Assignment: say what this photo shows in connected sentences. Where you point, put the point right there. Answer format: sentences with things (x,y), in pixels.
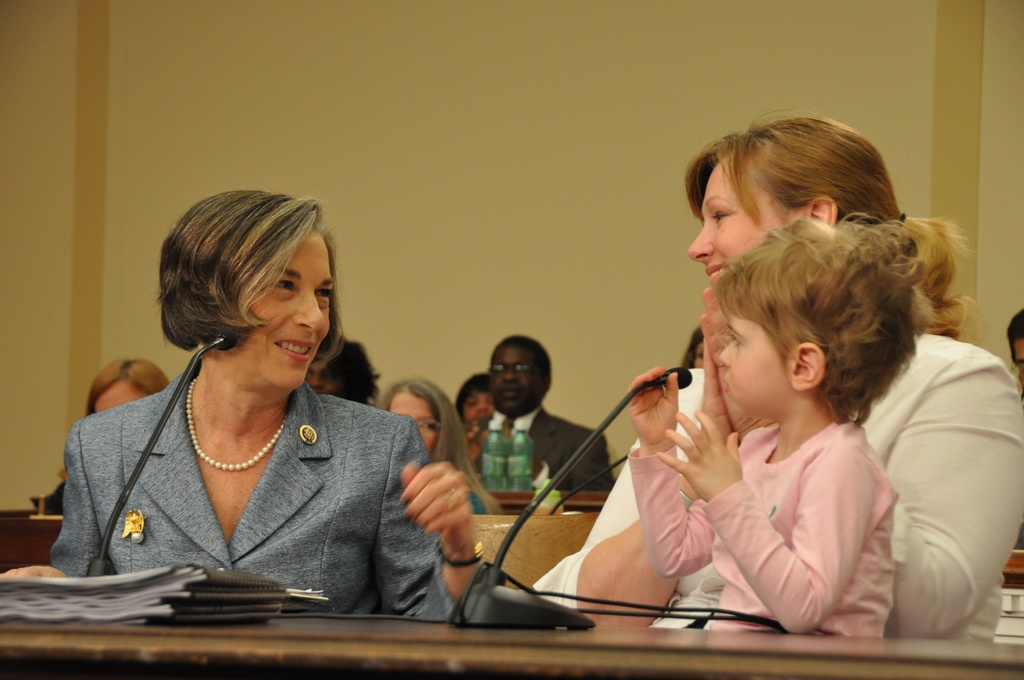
In this picture we have two women (311,279) sitting and smiling at each other. They have a microphone (647,387) In front of them.
